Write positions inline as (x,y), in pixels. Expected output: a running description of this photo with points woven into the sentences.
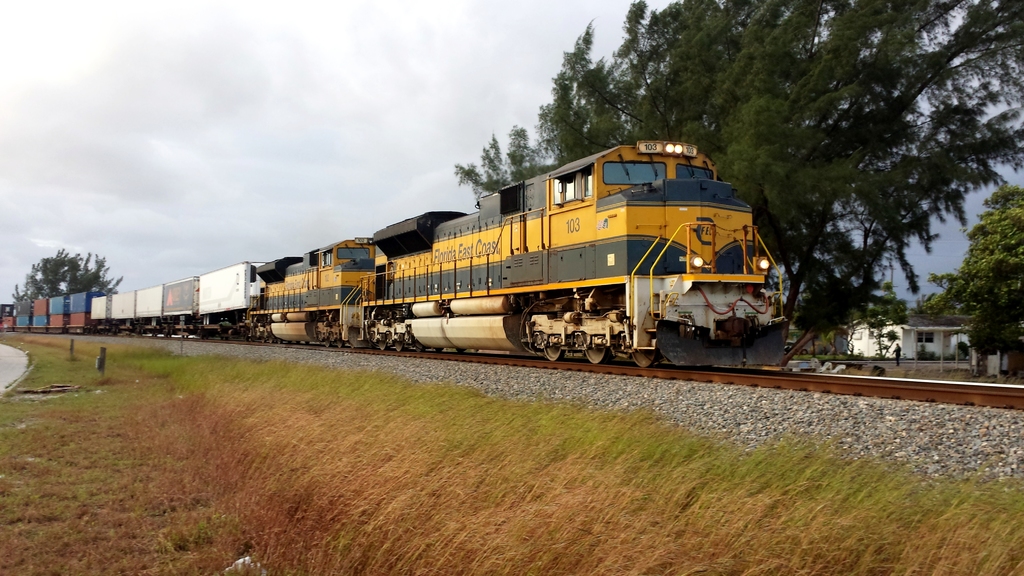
In this picture we can see stones (803,421) and a train (502,283) on the tracks (801,385), in the background (770,181) we can find few trees (893,322), a house (911,329) and a person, and also we can see clouds (161,189).
